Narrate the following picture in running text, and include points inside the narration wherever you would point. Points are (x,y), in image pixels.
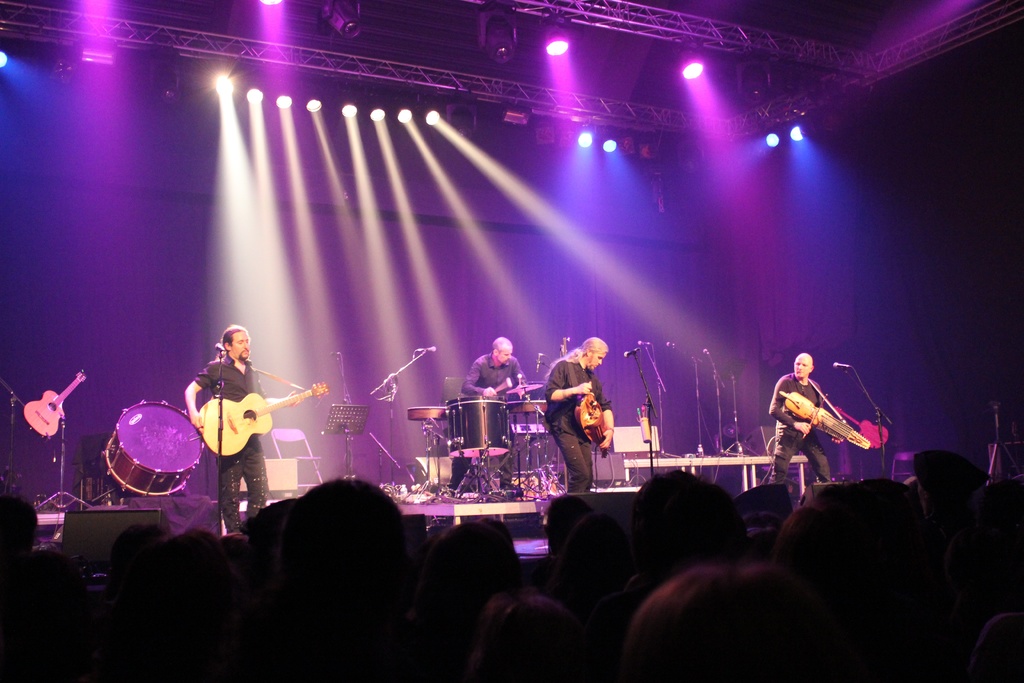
There are so many people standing on stage (878,421) playing musical instruments (878,436).
